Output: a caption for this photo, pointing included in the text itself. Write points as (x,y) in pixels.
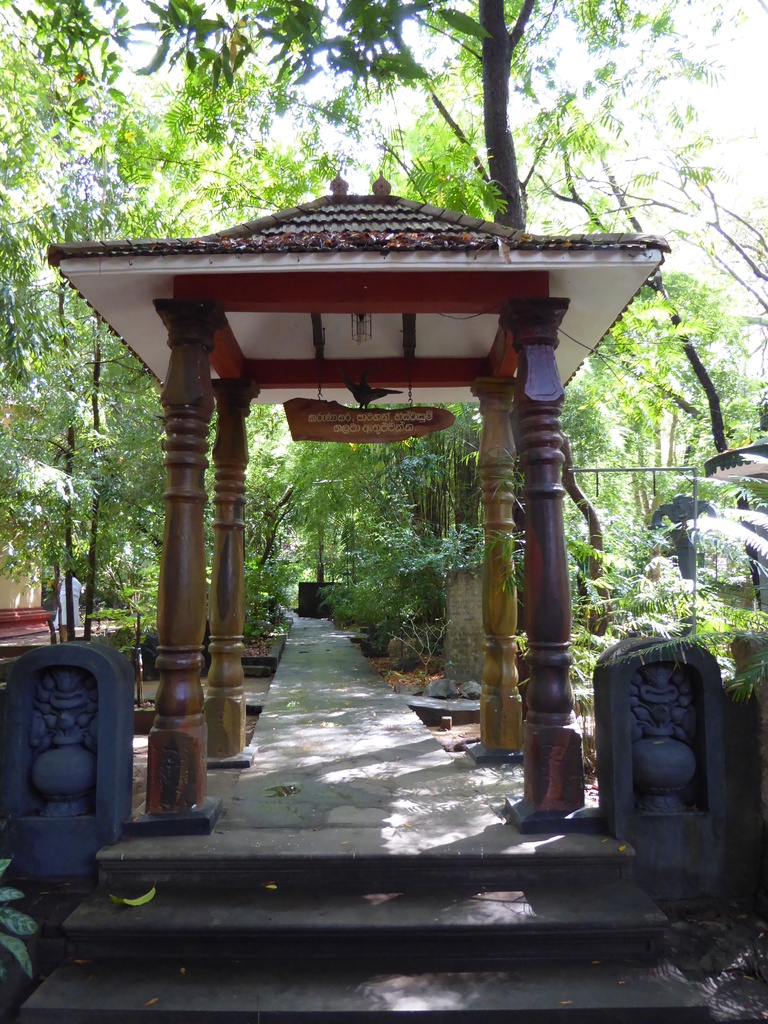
In this image we can see a roof (281,371) with four pillars (508,733). We can also see a pathway (345,756) with some stairs (318,928). On the backside (324,456) we can see some trees (203,161), bark (510,166) of the tree (510,166) and the sky (680,261).
